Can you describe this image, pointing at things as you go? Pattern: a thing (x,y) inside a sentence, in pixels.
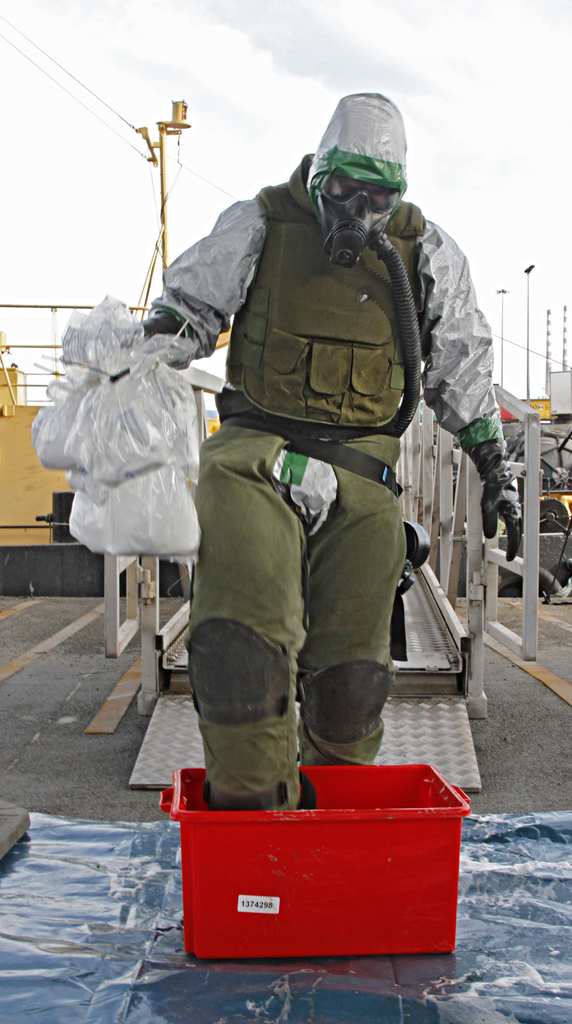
In the middle of this image (319,443), there is a person (327,202) in a uniform (265,325), having a mask (374,200), glove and placing a leg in a red color basket (382,878), which is on a blue color sheet (410,955). In the background (116,228), there are poles (533,456), there are clouds (239,72) in the sky (458,109) and there are other objects (534,416).
